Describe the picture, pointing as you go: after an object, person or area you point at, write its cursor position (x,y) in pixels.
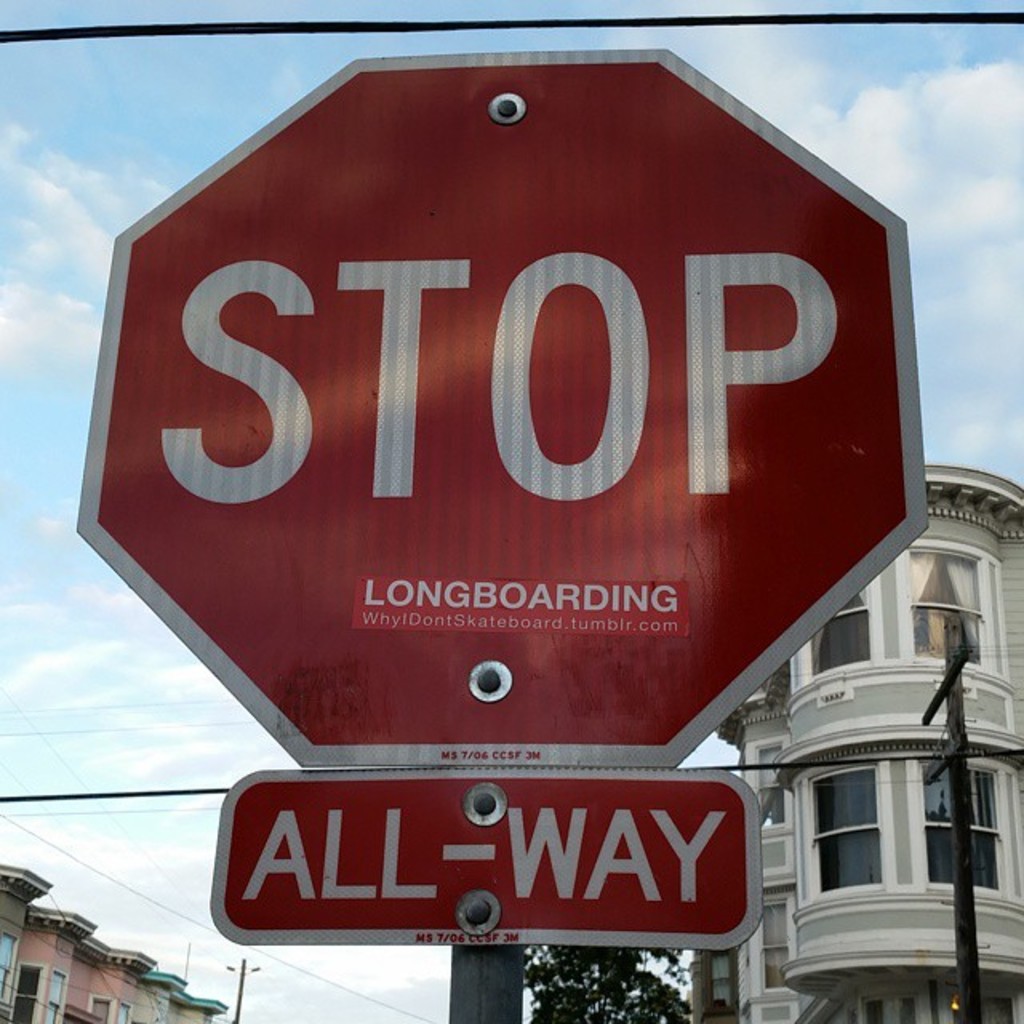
In this picture we can see sign board (559,564), behind we can see some buildings (113,985), trees (610,993).
